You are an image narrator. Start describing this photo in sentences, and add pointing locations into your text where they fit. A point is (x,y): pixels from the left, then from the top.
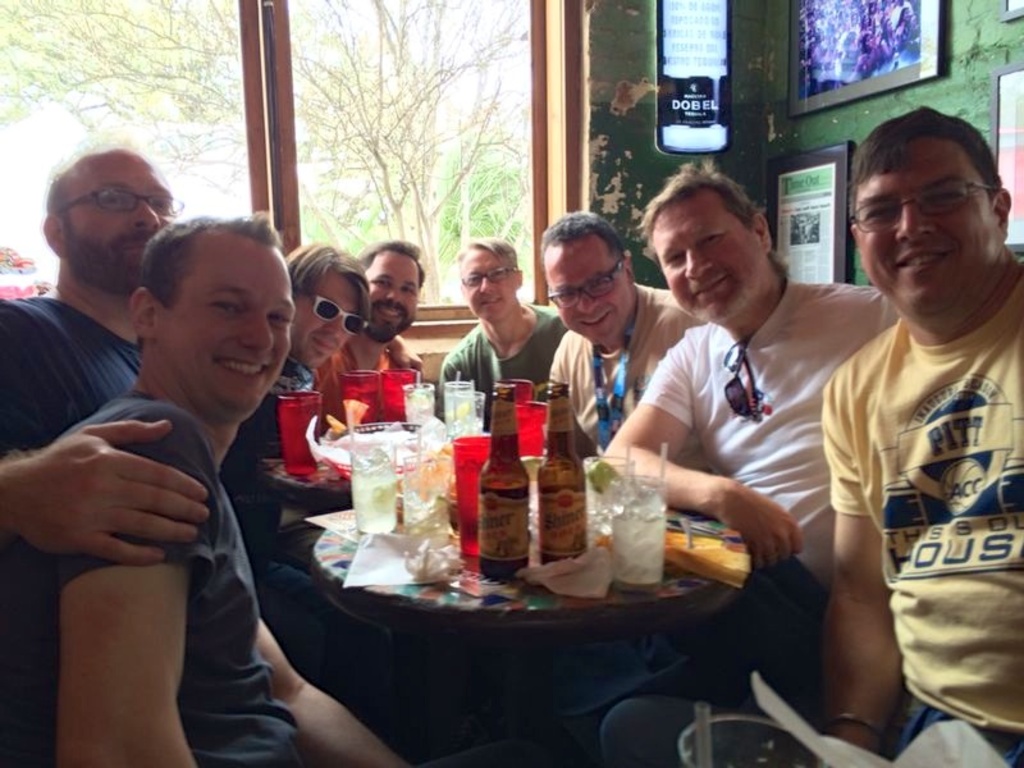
There are many people (474,354) sitting. Many of them are wearing goggles (335,304). In front of them there is a table (523,609). On the table (566,596) there are bottles (495,431), glasses (442,474), tissues (433,553). In the background (595,95) there is a wall (594,38). On the wall (787,94) there are photo frames (815,47), also there are windows (322,106) and trees (387,136) in the background (412,127).
